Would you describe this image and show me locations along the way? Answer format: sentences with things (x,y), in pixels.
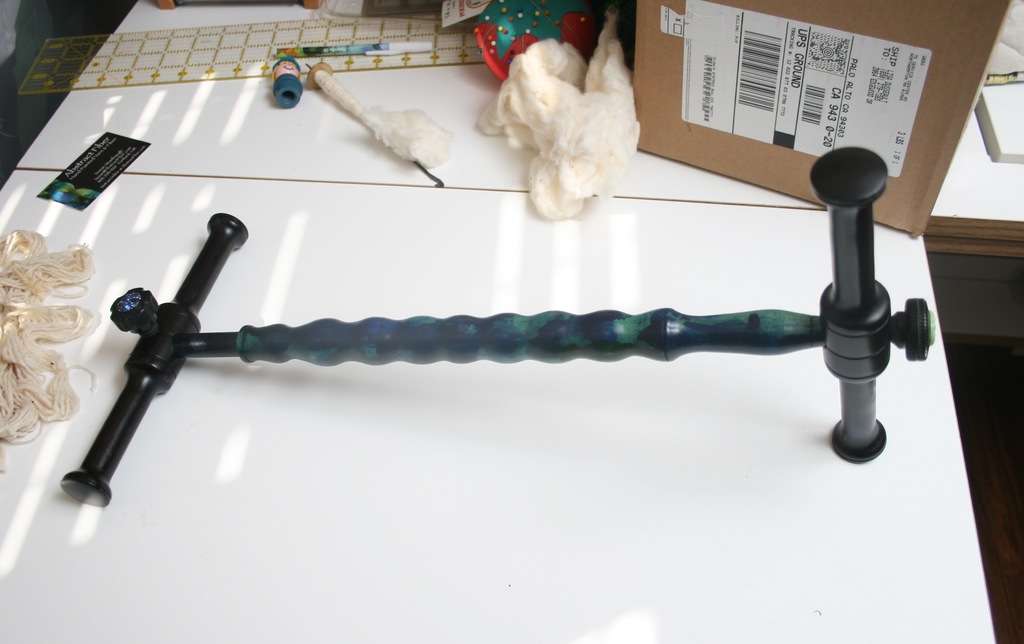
In this image we can see a table (334,245) and on the table (308,226), we can see objects (840,301) like cardboard box (931,139), pen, card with some text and some other things (912,345).
